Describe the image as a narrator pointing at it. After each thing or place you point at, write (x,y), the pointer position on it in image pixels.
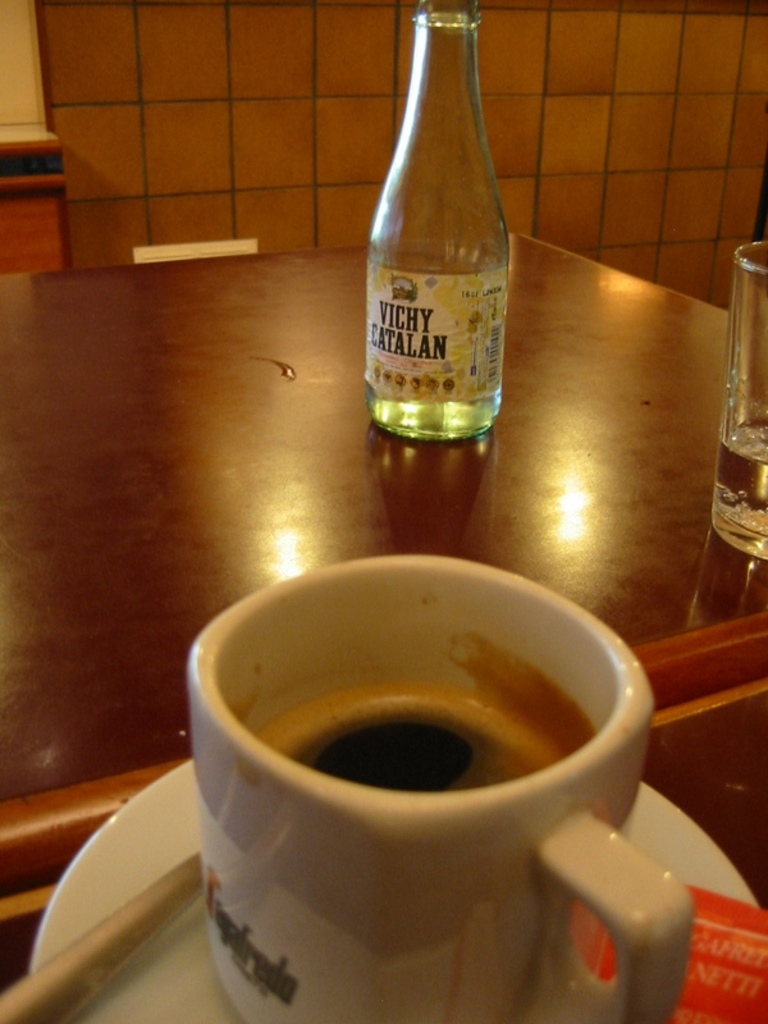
In this image there is a bottle (468,245), glass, cup (325,834), saucer (145,992) on the table (236,472).
